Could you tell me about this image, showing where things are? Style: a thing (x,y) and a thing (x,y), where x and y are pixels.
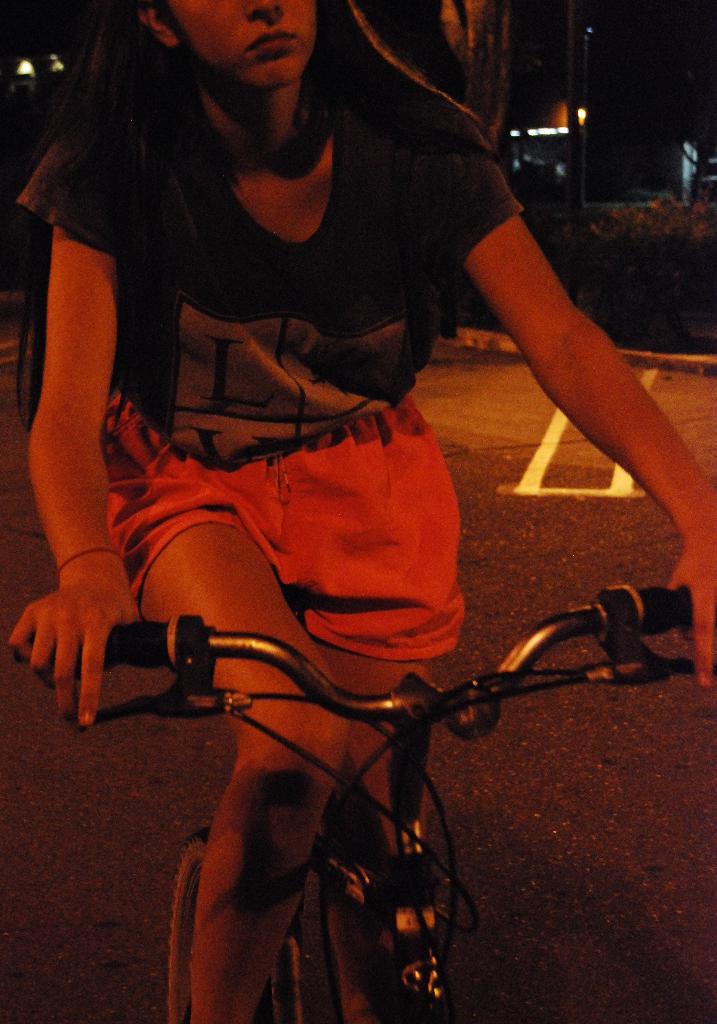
Woman (252,216) in this picture wearing black t-shirt (370,149) is riding bicycle (276,997) on road (472,621). Behind her, we see building (543,115) and trees (488,41). This picture is taken in dark.
